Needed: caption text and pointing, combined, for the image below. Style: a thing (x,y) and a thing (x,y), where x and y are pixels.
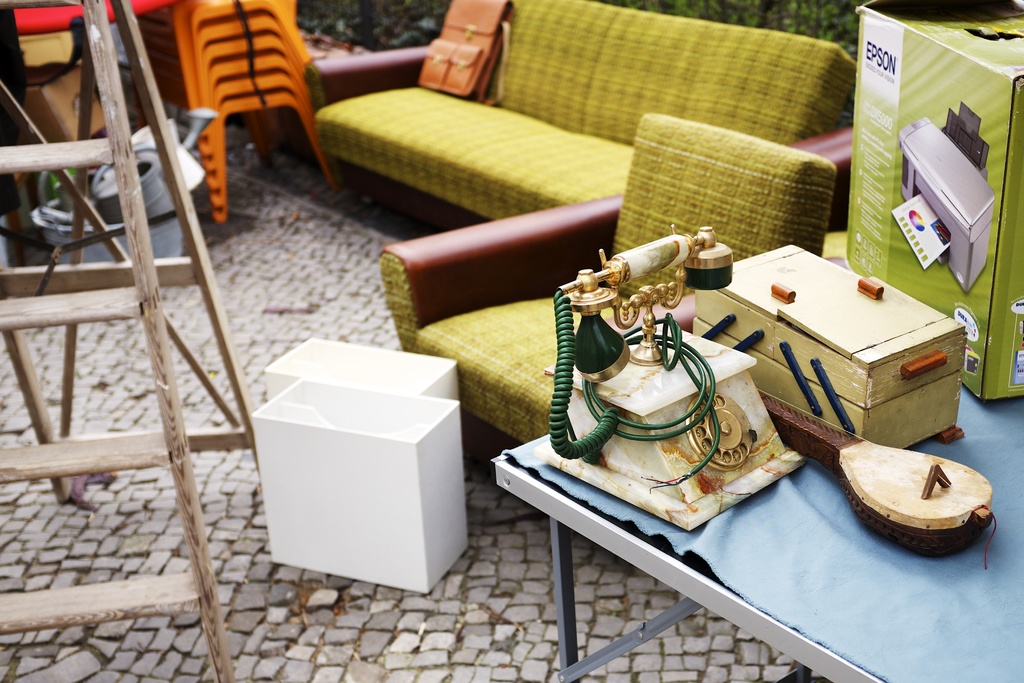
In this image i can see a telephone (658,399), wooden objects (910,429), couch (545,255), bag (470,84) on the couch (529,53), chairs (231,51) and at the right side of the image (896,187) printer (953,176) cardboard box (912,131).
